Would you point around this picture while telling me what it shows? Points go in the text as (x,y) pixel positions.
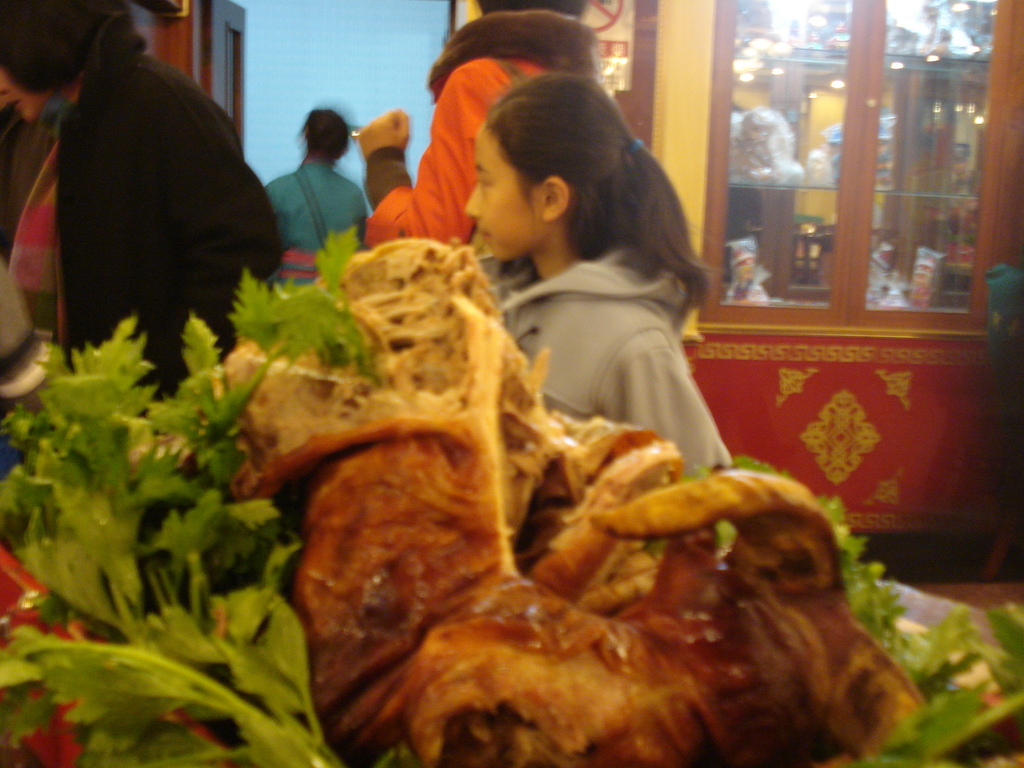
This image is taken indoors. In the background (364,54) there is a wall (281,59) with a door (218,67) and there is a cupboard (809,226) with a few shelves (819,172) and there are many things (775,140) on the shelves (791,120). In the middle of the image (599,279) a few people (288,218) are standing on the floor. At the bottom of the image (936,697) there is a tray (980,613) with meat (474,540) and green leaves (92,749) on it.
